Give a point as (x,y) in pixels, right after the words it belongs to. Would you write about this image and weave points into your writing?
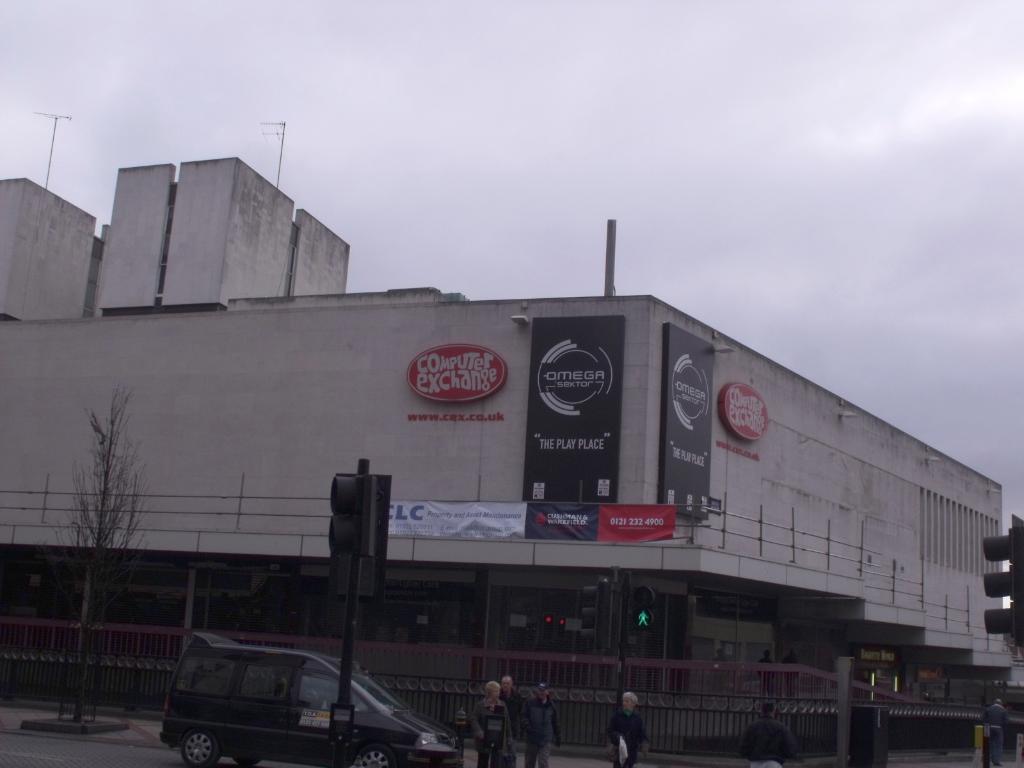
In this image there is a building (318,531), railings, banners (547,525), boards (445,383), poles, signal lights (1015,562), vehicle (295,695), people (632,719), plant (123,558), cloudy sky (722,79) and objects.
